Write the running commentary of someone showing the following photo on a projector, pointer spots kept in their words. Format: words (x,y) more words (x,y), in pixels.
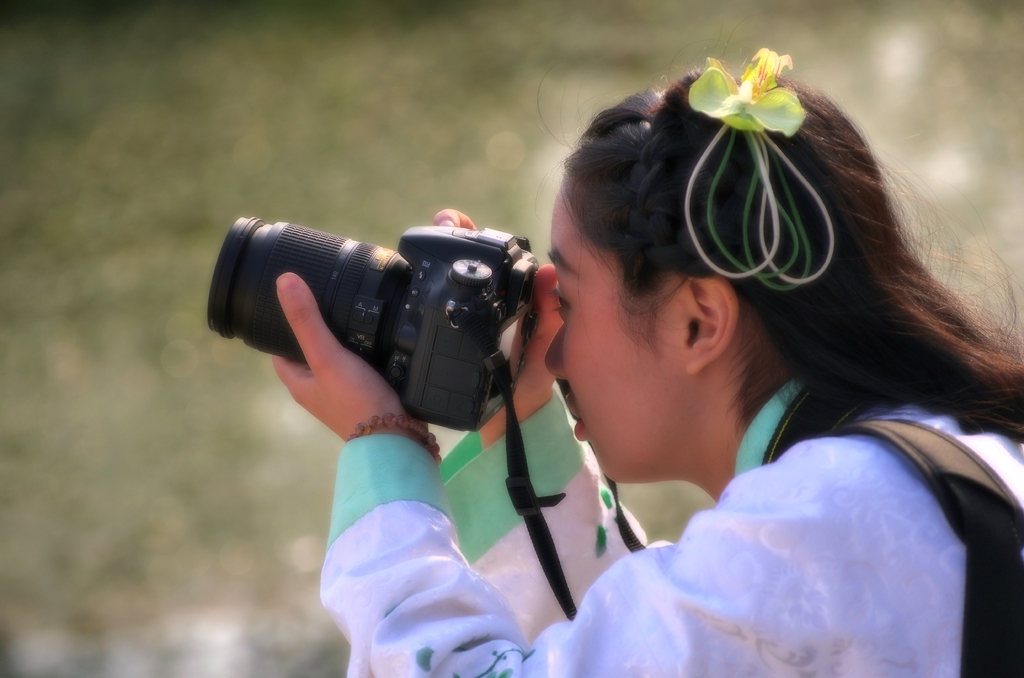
In this image the woman (692,239) is holding a camera (448,319).
